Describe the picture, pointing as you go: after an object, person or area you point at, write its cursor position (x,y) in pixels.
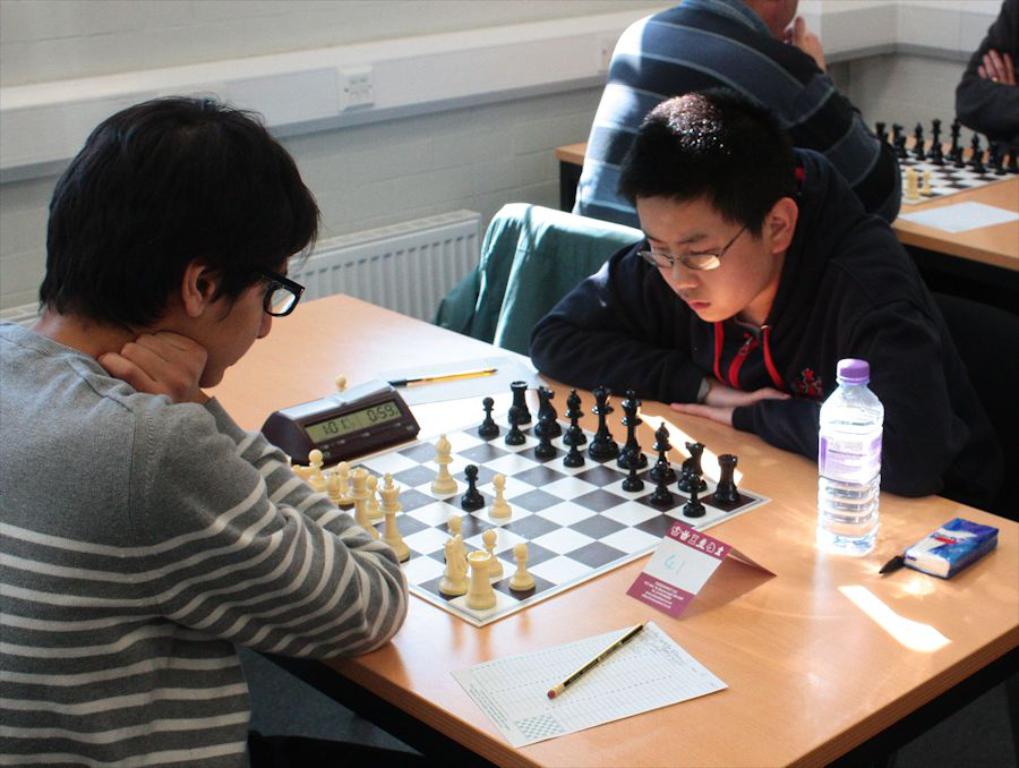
In this image we can see tables (851,628) and few people (786,386) sitting on chairs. Two person (184,598) are wearing specs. On the tables (838,635) there are chess boards (572,497) with coins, timer (377,437), papers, pens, pencils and packet (944,555). In the back (349,107) there is a wall (304,31).
